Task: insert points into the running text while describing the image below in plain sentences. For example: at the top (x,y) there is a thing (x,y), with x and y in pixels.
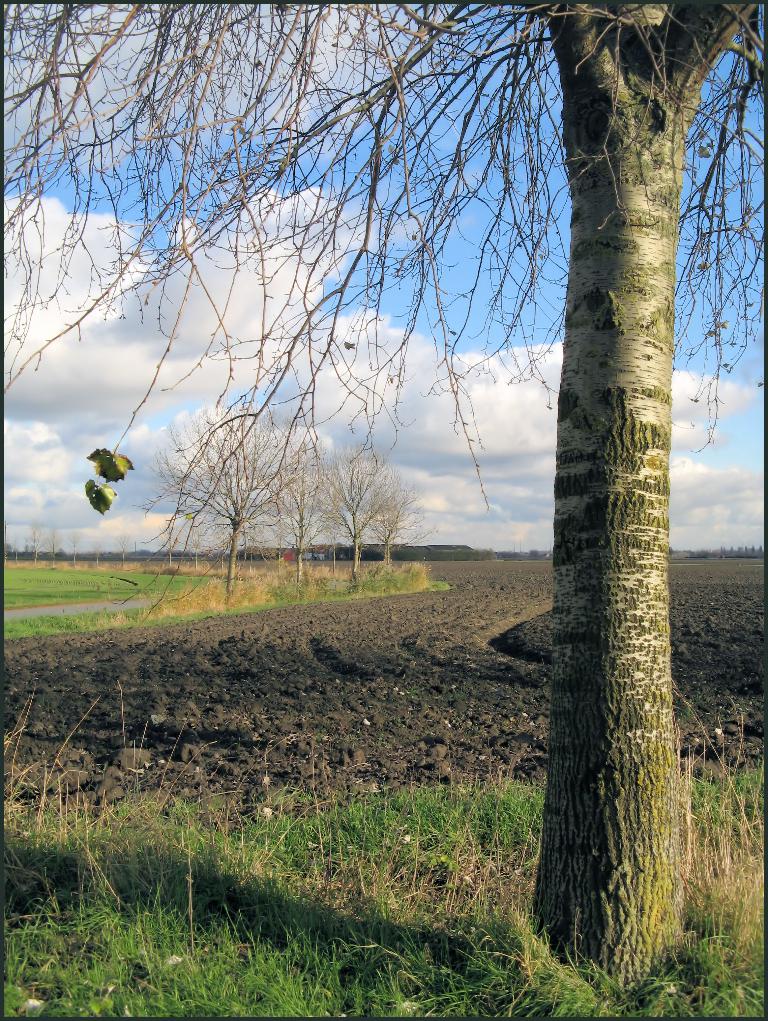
On the right side of the image (607,548) we can see one tree (538,169). In the background (498,132), we can see the sky (393,240), clouds (126,489), trees (242,508), grass (256,855), mud (381,734) and a few other objects (327,549).
